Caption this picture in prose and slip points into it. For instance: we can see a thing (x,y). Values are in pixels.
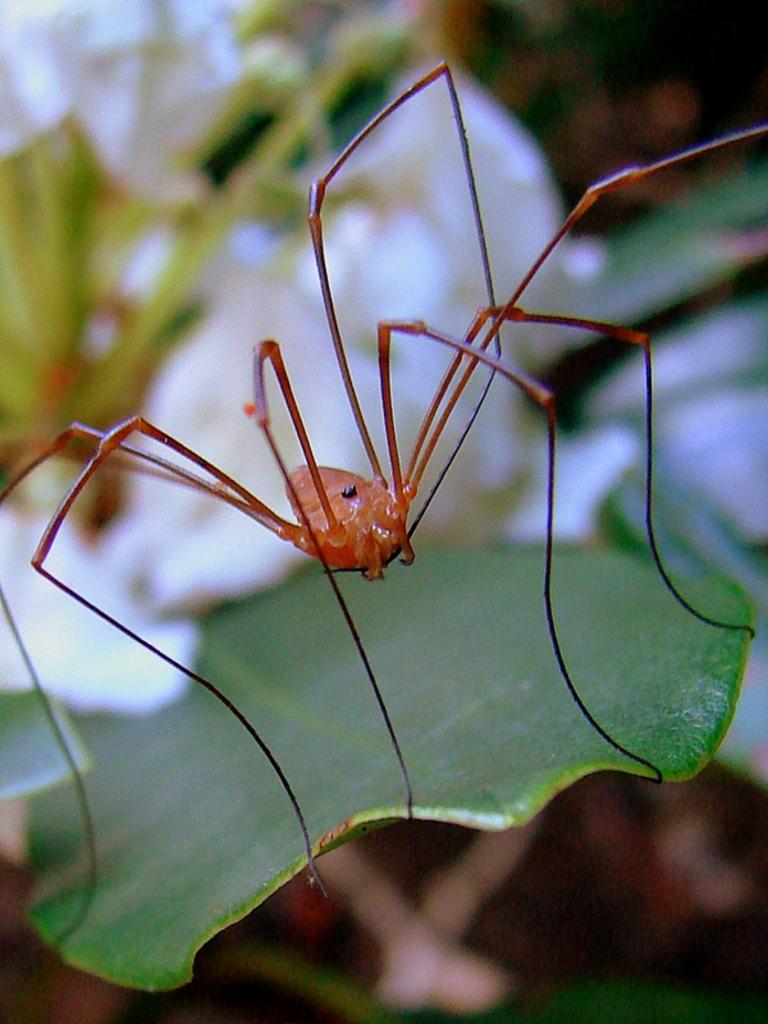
In this image there is spider (343,556) on a leaf (390,748). The background (603,64) is blurry.
